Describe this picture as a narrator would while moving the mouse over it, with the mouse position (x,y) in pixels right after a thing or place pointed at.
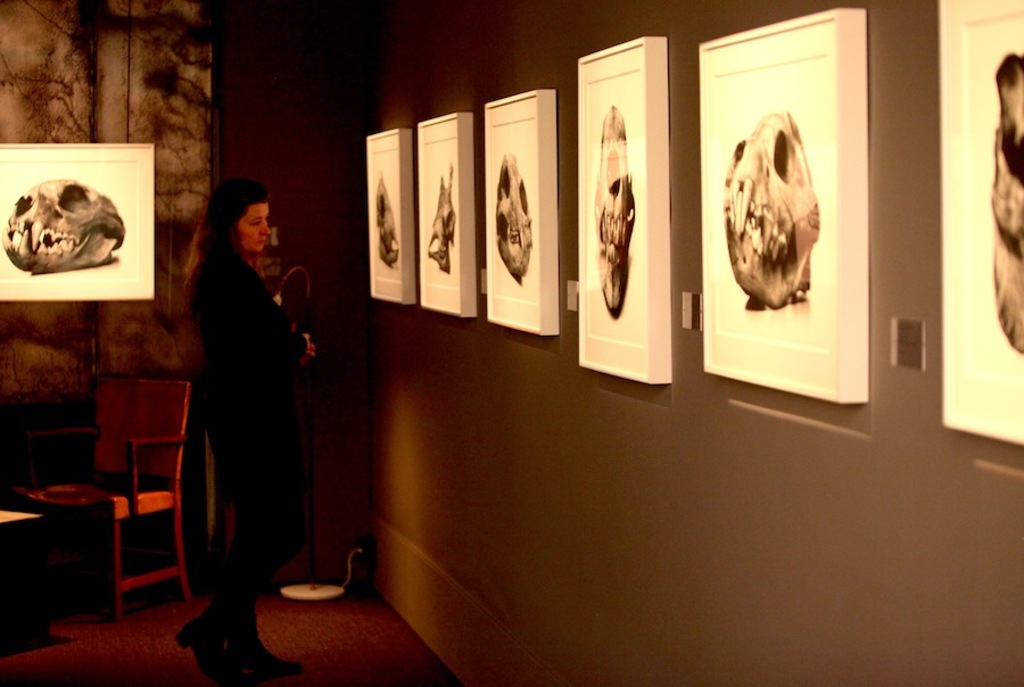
There is a lady (223,550). On the right side (710,462) there is a wall (679,504) with some pictures (499,227). In the back (162,116) there is a wall (140,137) with a picture (148,167). Near to that there is a chair (145,419).
